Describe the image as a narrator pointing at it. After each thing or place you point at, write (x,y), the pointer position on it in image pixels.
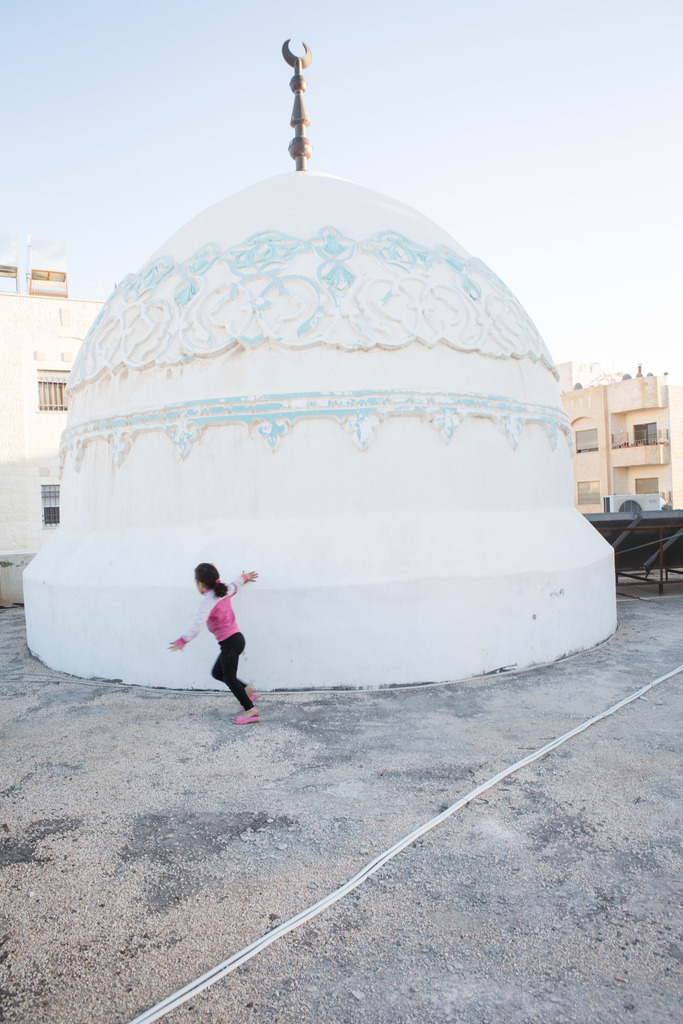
In this image I can see a person (216,614) wearing pink shirt (218,605), black pant (223,667). Background (42,312) I can see few buildings (24,454) in cream color and sky (167,150) in white color.
